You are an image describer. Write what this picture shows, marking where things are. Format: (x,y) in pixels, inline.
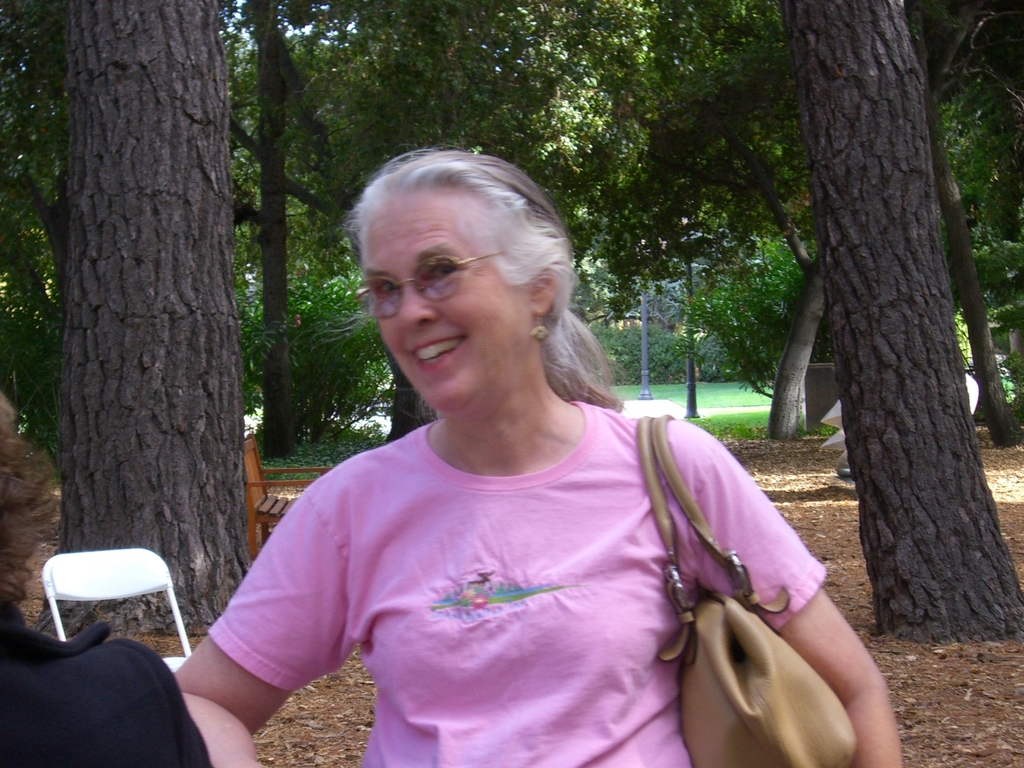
This is an outside view. Here I can see a woman (482,583) wearing a bag (769,696) and smiling by looking at the left side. In the bottom left-hand corner (66,727) there is a person (57,728) wearing a black color dress (54,719). At the back of these people (136,667) there is a chair (77,570). In the background (348,367) there are many trees (993,267) and poles (648,395) and also I can see the grass (726,402). It seems to be a garden (70,149). On the left side (257,479) there is a bench (260,501).
